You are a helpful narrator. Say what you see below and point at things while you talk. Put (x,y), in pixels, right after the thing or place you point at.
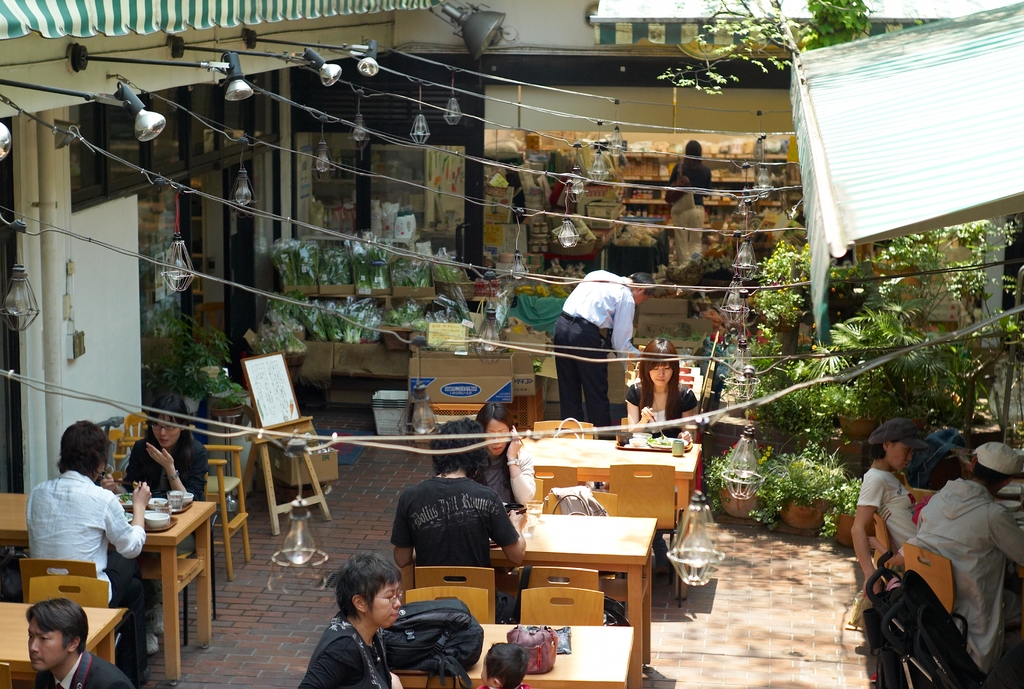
In this picture we can see persons (942,521) some are sitting on chairs (412,588) and some are standing and in front of them there is table (549,545) and on table (550,685) we can see bowl (165,516), plate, bags (520,628), glass (178,504), tray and in background (441,315) we can see flower bouquets (335,284), house (296,120), sun shade (825,226), trees (818,401), lamp (743,278), bulbs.
